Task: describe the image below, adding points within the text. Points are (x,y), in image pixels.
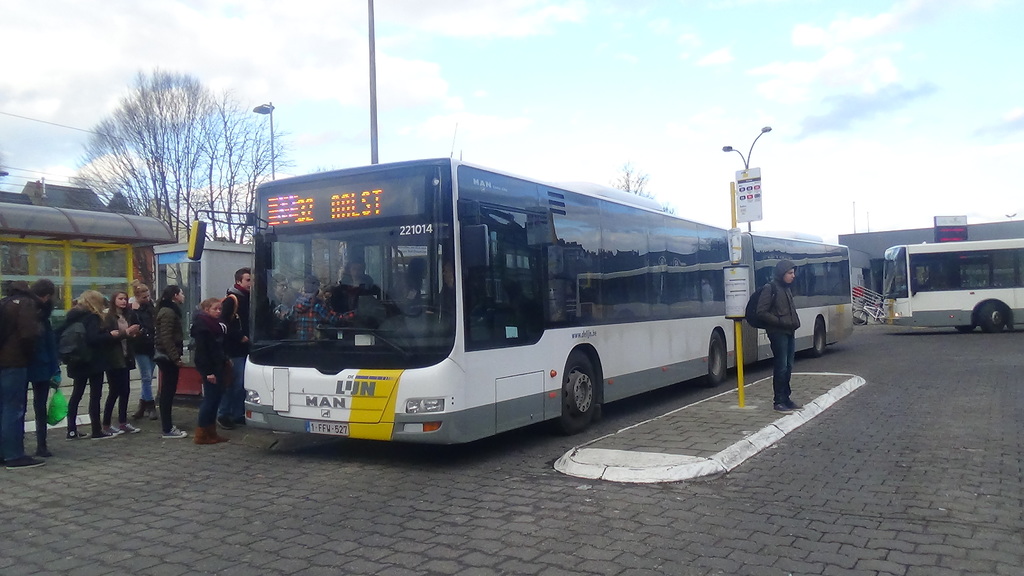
This picture is clicked outside the city. Here, we see buses (509,326) moving on the road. Beside the bus (707,302), we see a pole (737,234) and street light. Beside that, the man (772,310) in black jacket (769,302) who is wearing black backpack (758,296) is standing. On the left side (122,366), we see people (102,380) standing on the road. Behind them, we see a building (114,249). In the background (163,169), there are trees (154,156) and street lights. At the top of the picture (385,61), we see the sky (560,82).
